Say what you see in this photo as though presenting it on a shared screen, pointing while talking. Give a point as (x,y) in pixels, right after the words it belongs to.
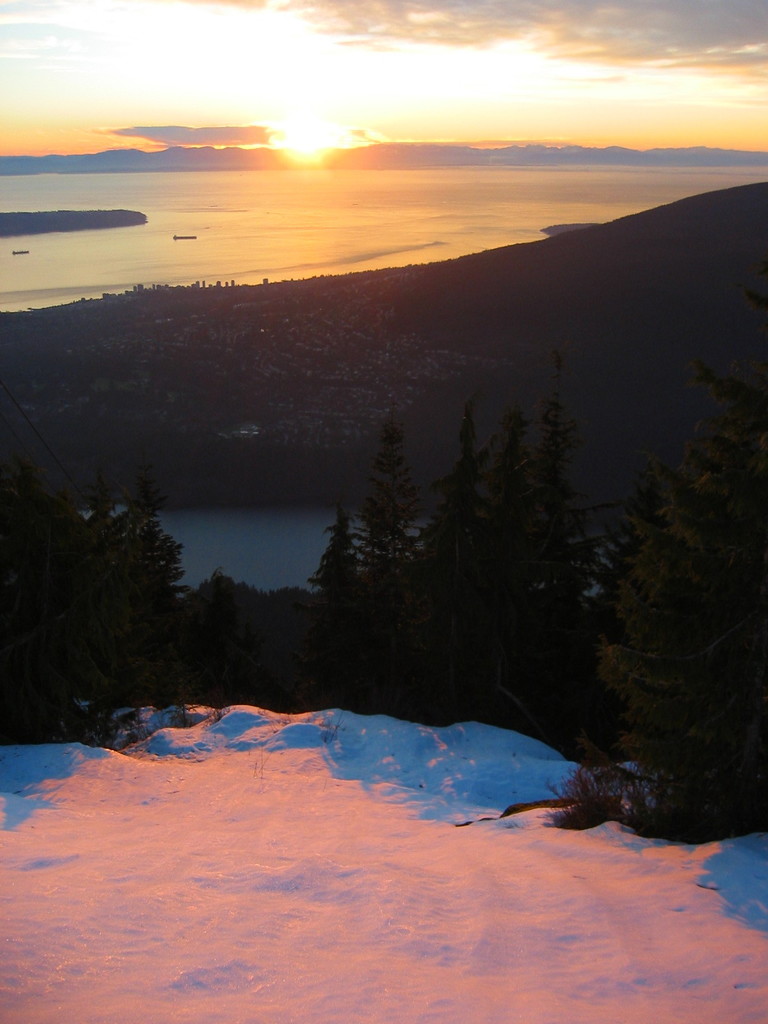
In this image I can see snow (457,899). There are trees (393,492), hills (30,160), there is water (198,241) and in the background (525,142) there is sky (121,125) and sun (309,153).
